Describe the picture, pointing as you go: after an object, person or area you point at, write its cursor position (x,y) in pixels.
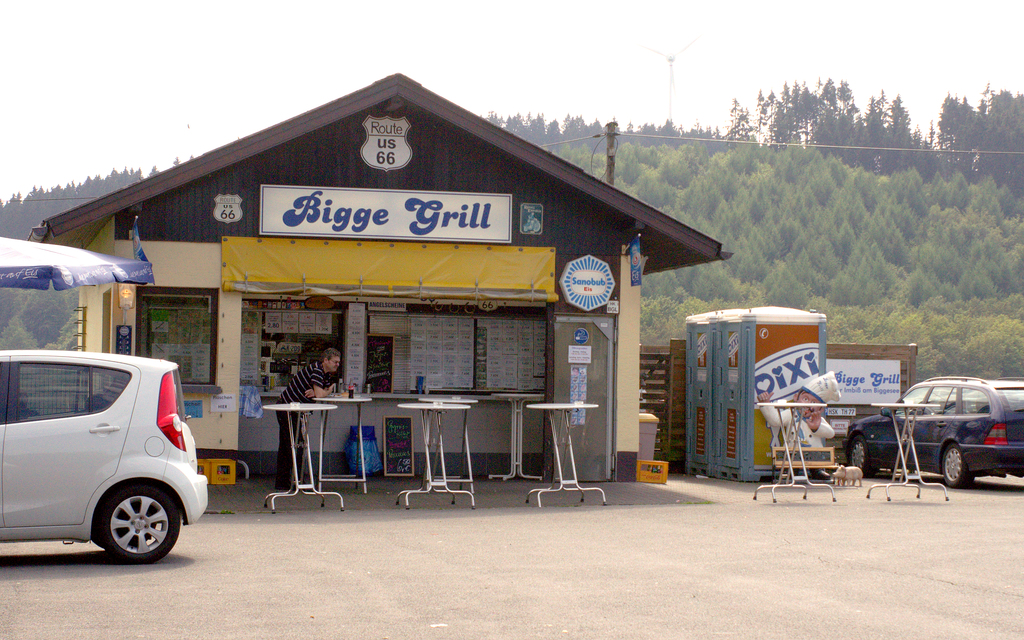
In the center of the image (343,301) there is a shed (532,471) and there are tables (292,410). We can see a man (289,449) standing. At the bottom (21,509) there are cars (978,475). In the background (804,346) there is a tent (14,274) and a booth (804,362). There are trees (744,178) we can see a pole (605,159). At the top (602,33) there is sky (376,40).
